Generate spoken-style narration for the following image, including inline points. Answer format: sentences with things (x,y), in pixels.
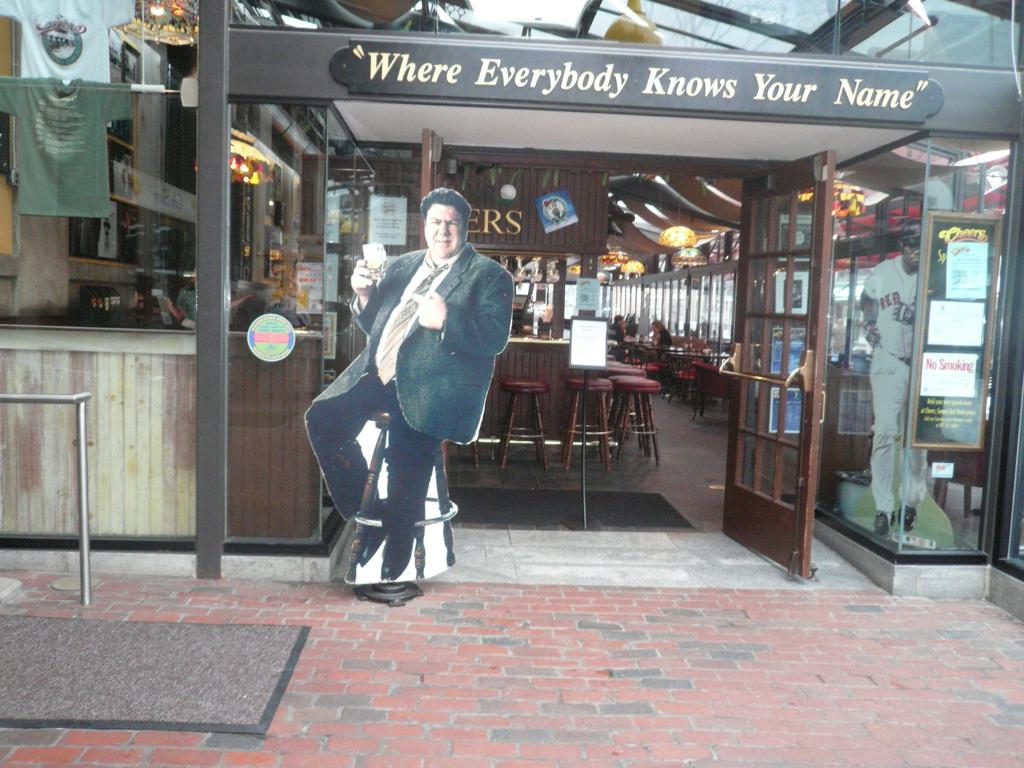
In this image we can see board (347,74), glass objects (928,456), posters (944,421), door (788,549) and other objects (857,484). In the background of the image (648,291) there are chairs (606,395), name board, lights (668,235), posters (568,217), people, glass windows (650,314) and other objects (539,350). At the bottom of the image (311,663) there is a floor (291,729) and a floor mat (195,704). At the top of the image (962,31) there are glass objects (553,27) and other objects (25,112).
